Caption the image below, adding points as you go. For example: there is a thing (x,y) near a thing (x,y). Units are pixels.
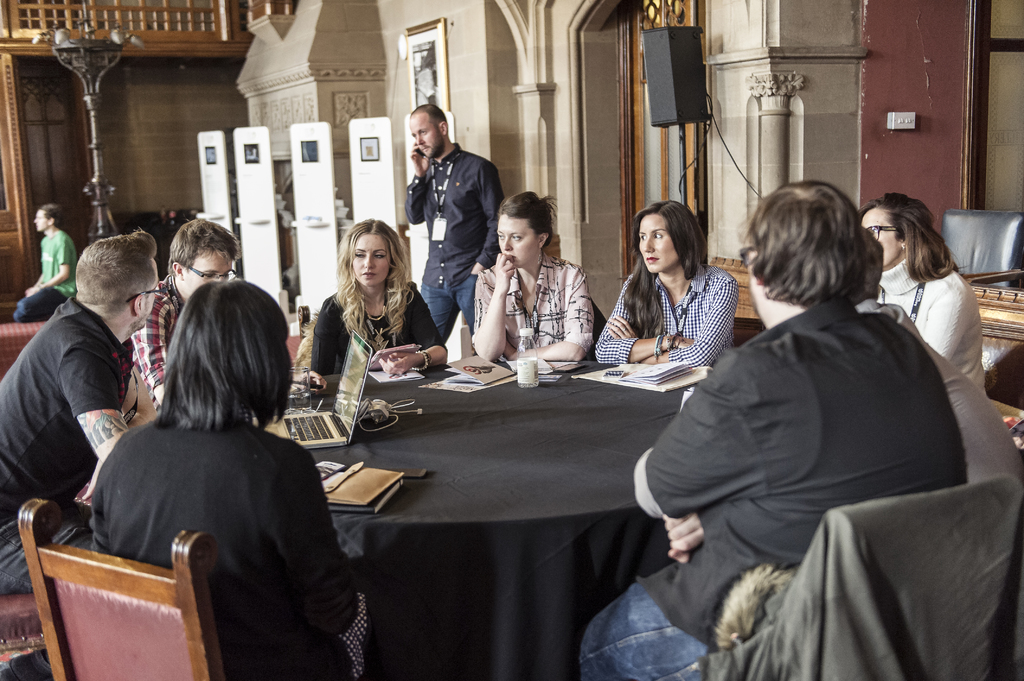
In the picture we can find some persons (680,303) are sitting on the chairs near the table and three persons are looking into the laptop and others (677,291) are watching them. In the background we can find a man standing and talking in the mobile phone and far to the left of him we can find another man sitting and he is wearing a green T-shirt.
